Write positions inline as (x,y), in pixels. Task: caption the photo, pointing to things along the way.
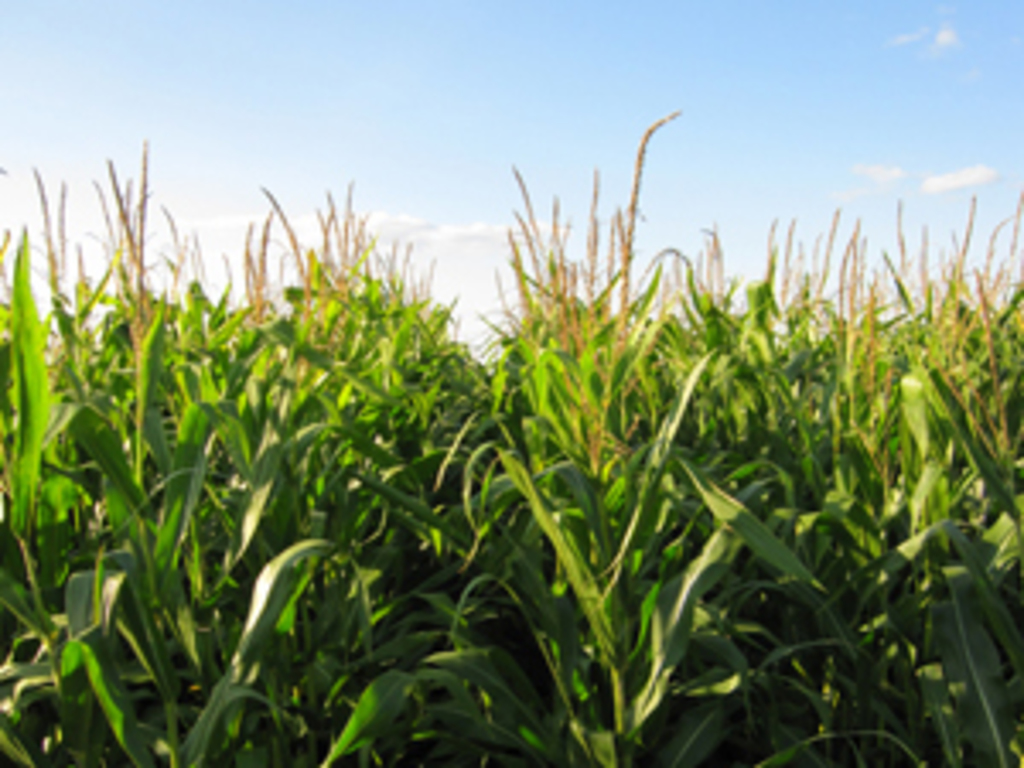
Here we can see maize field (458,459). In the background (553,134) there are clouds (302,241) in the sky (643,60).
